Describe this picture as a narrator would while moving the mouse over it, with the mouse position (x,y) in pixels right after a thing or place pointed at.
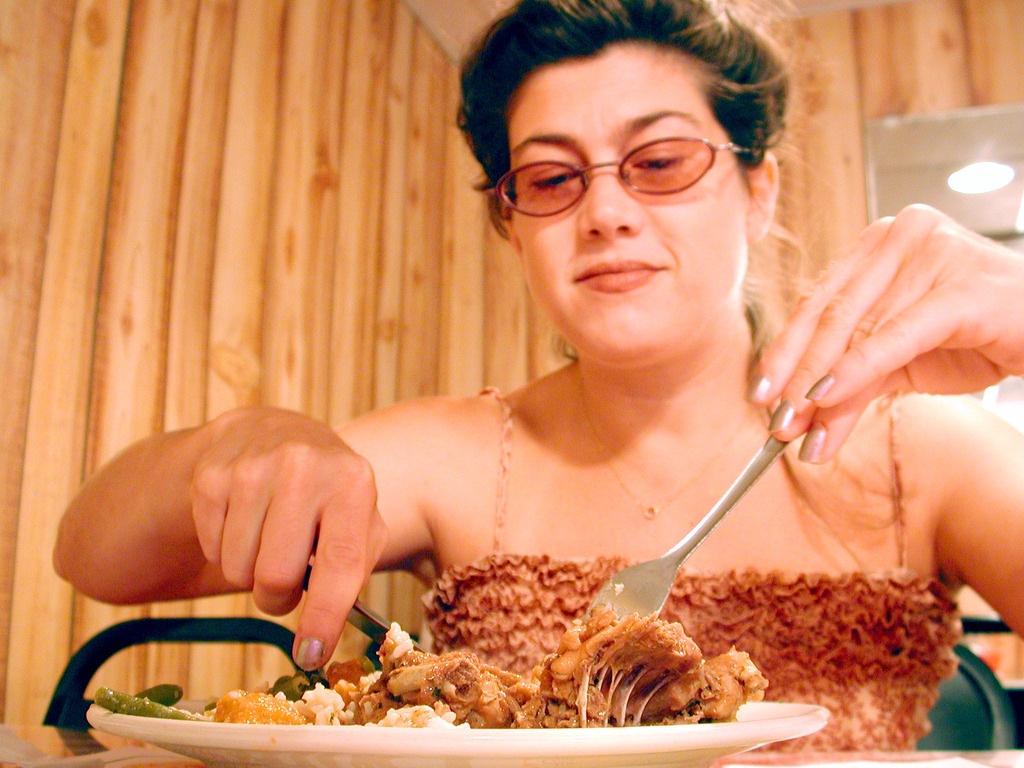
In this image there is a person (679,490) holding a knife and a fork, there are food items (442,664) in the plate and the plate (409,682) is on the table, there is a light (1007,185) attached to the roof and the wall (257,370).
